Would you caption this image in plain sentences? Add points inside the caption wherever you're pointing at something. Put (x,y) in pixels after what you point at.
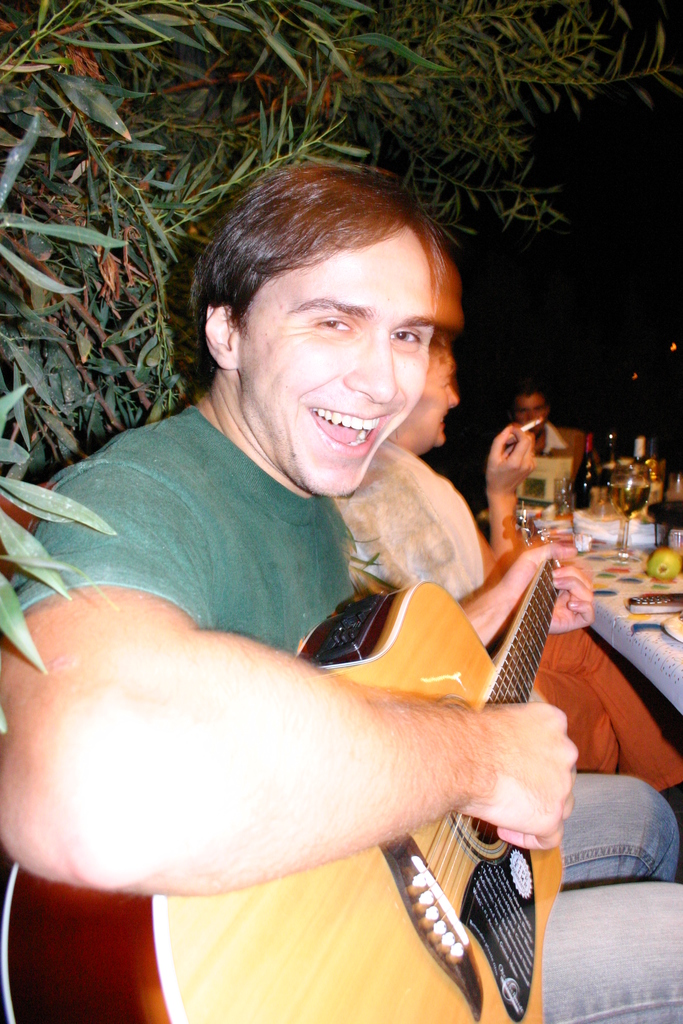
A man (631,960) is sitting and holding a guitar (507,646) he is smiling behind him there are trees (319,49).
